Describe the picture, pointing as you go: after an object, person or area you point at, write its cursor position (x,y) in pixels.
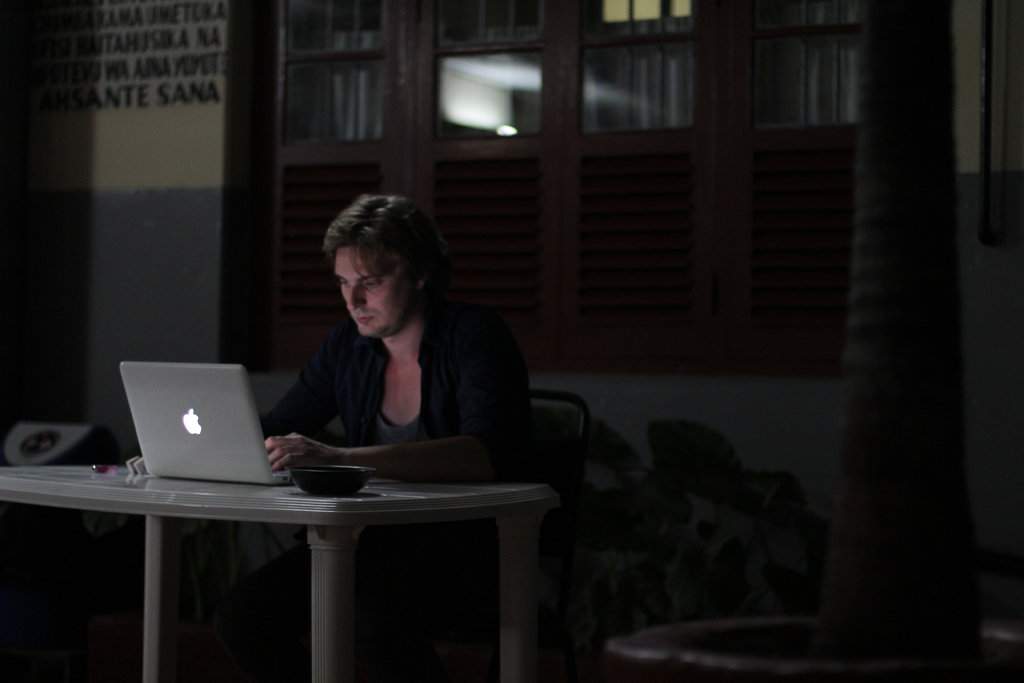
A man (380,218) is sitting at a table (431,501) and working on his laptop (226,414).
